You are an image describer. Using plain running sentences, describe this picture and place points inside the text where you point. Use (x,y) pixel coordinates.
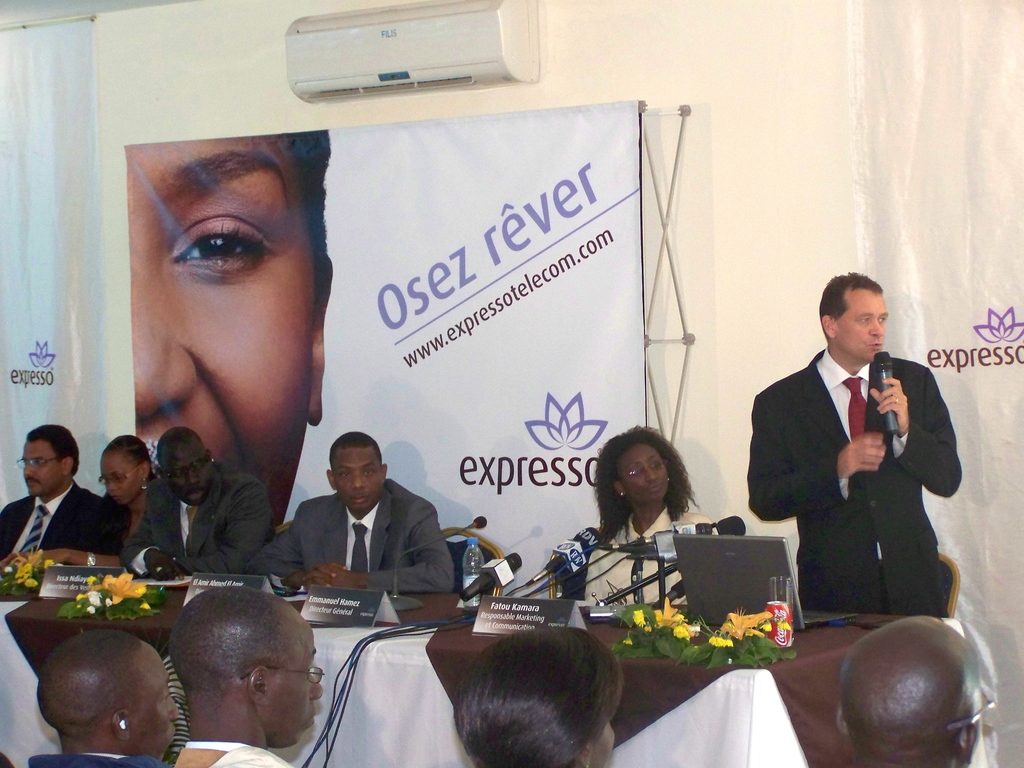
At the bottom of the picture (511,683), we see people (858,719). In the middle of the picture (360,438), we see three men (263,502) and two women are sitting on the chairs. In front of them, we see a table (446,642) on which glass (789,581), flower bouquets (727,628), name boards (529,626), microphones (506,561) and a water bottle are placed. The man (850,339) on the right side (878,431) is holding a microphone (886,362) in his hand (897,399) and he is talking on the microphone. Behind them, we see a board (517,296) in white color with some text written on it. Behind that, we see a white wall (726,127) and there are curtains (49,186) in white color. At the top (476,25), we see the air conditioner (435,84).
